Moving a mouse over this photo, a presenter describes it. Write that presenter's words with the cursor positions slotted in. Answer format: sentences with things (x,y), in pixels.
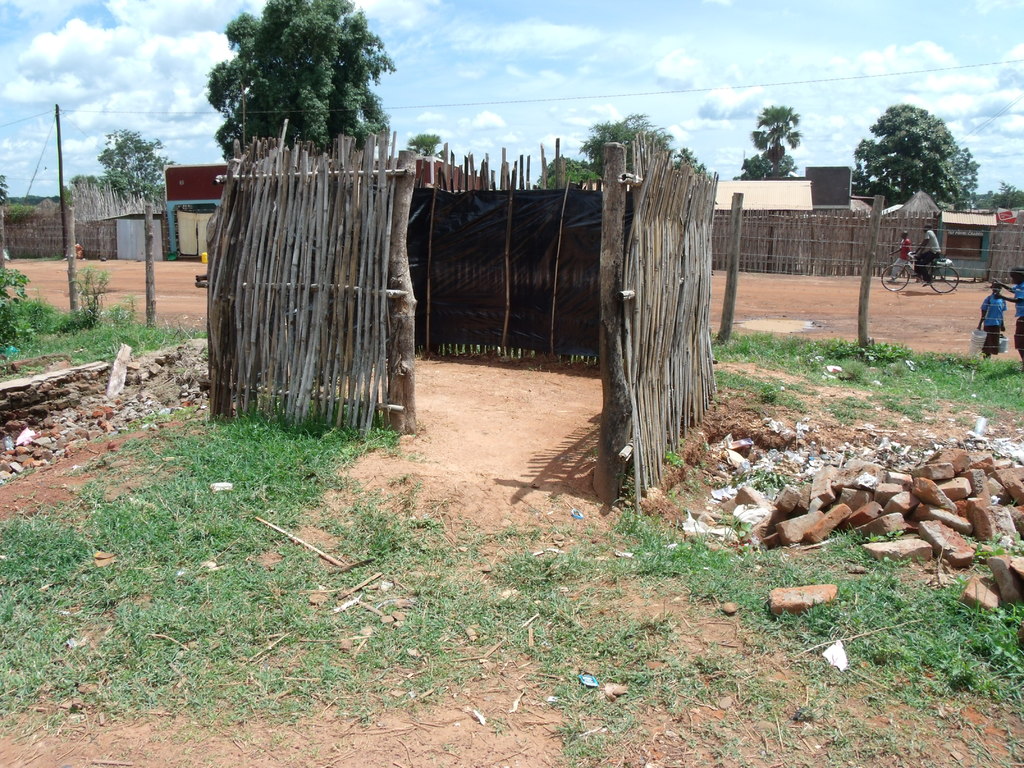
In the picture we can see a ground surface (439,659) with some parts of grass (439,659) on it and some sticks (272,371) poles (621,433) walls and beside it we can see some bricks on the surface (785,635) and behind the sticks wall (680,436) we can see a muddy path (925,342) with some man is riding a bicycle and one person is walking and behind them we can see sticks walls (93,236) and some shops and behind it we can see some trees (314,113) and sky (447,140) with clouds (440,132).
